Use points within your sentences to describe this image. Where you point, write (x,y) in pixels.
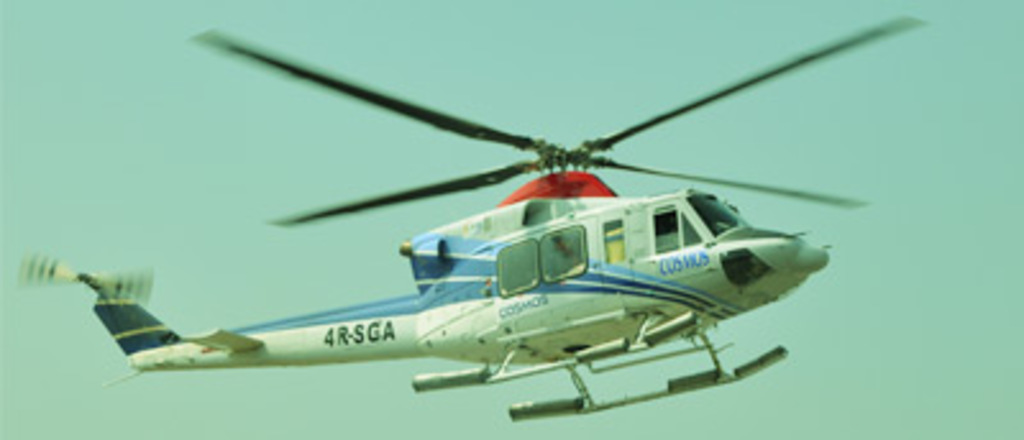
As we can see in the image there is a white color helicopter (505,298) and sky (133,186).
